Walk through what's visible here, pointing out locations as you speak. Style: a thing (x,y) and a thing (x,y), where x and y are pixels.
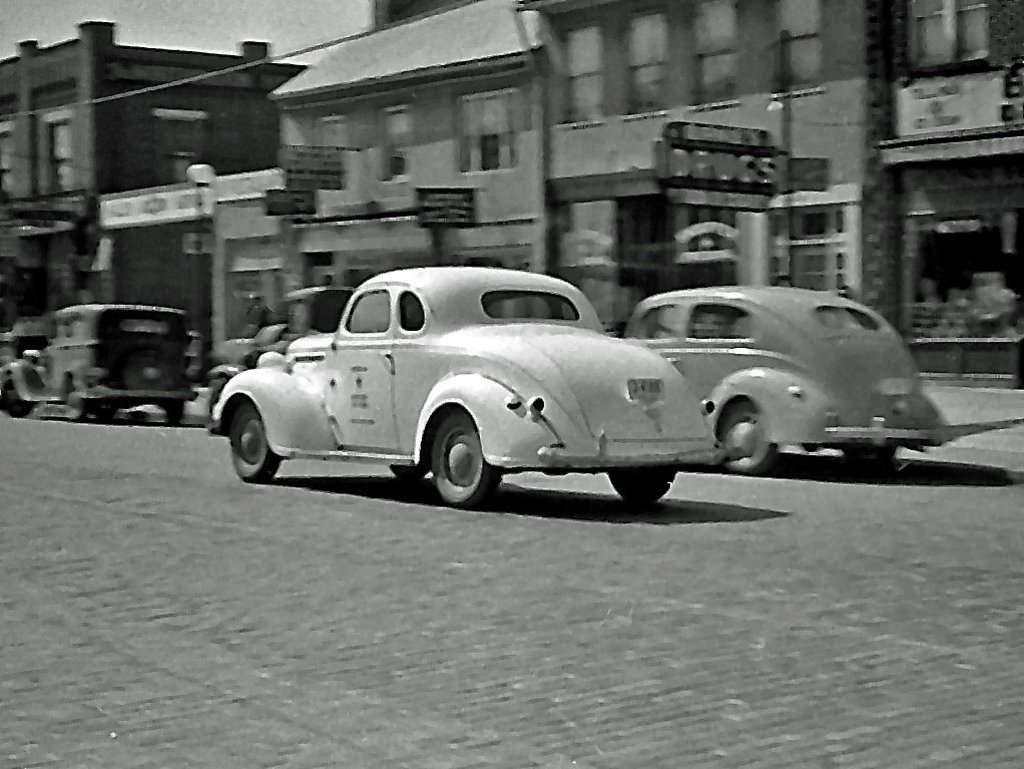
This is a black and white image, in this image there are cars (501,419) on a road (198,547), in the background (385,140) there are buildings (614,138).
